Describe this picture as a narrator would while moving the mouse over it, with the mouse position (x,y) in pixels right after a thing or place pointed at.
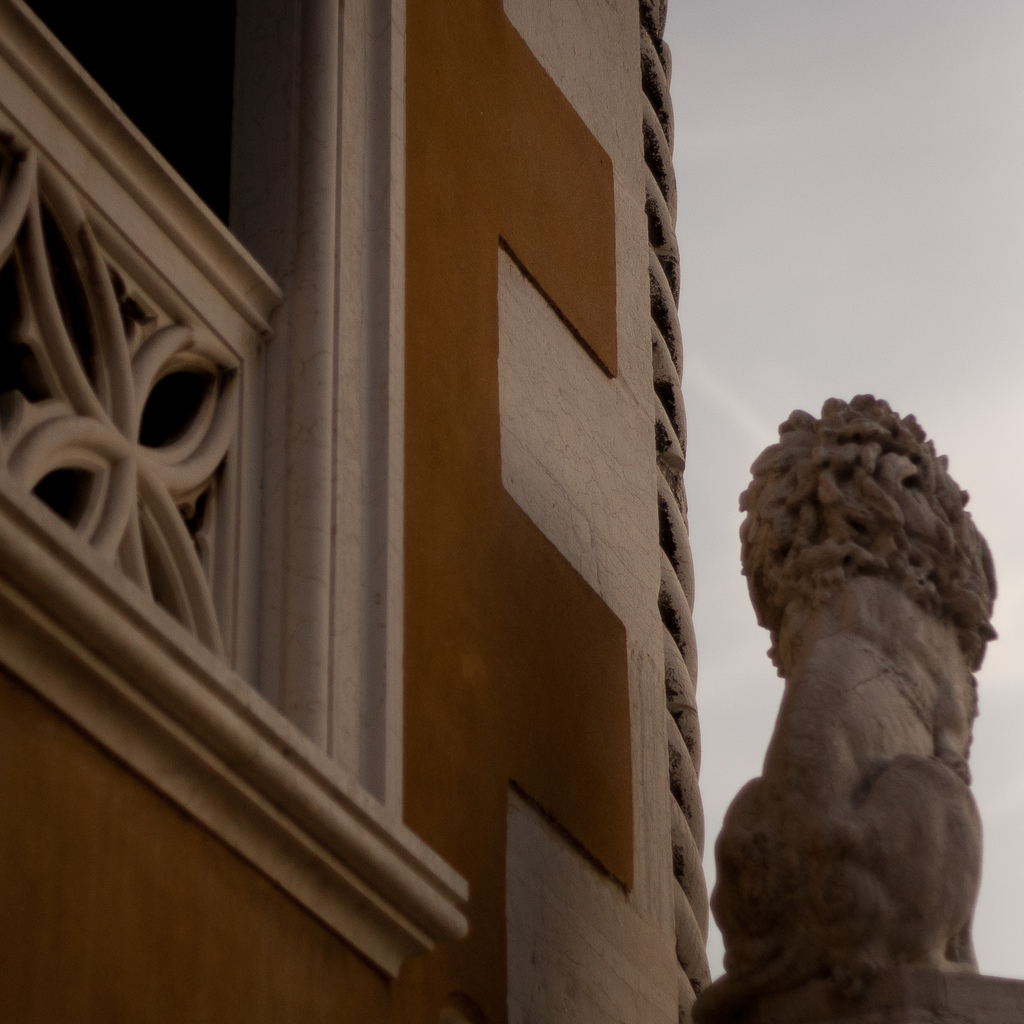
In this picture I can see a building (540,310), there is a sculpture (870,1020), and in the background (960,294) there is the sky (925,303).
